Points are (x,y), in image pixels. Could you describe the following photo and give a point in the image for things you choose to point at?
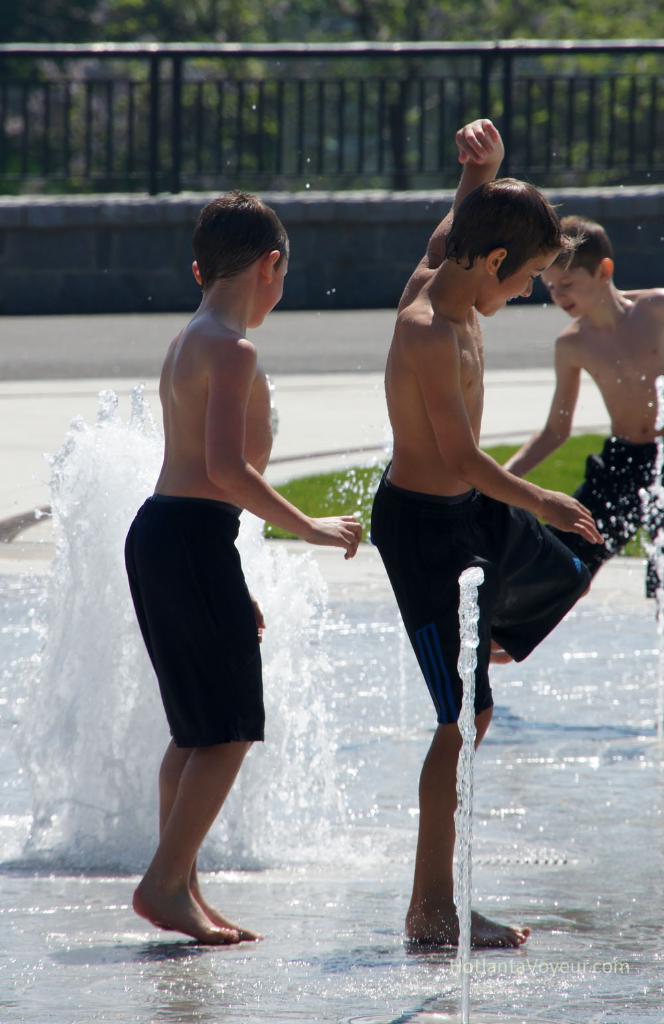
In this picture we observe kids (234,753) playing with the water (352,690) and in the background (176,115) we observe a black fence (530,44).
